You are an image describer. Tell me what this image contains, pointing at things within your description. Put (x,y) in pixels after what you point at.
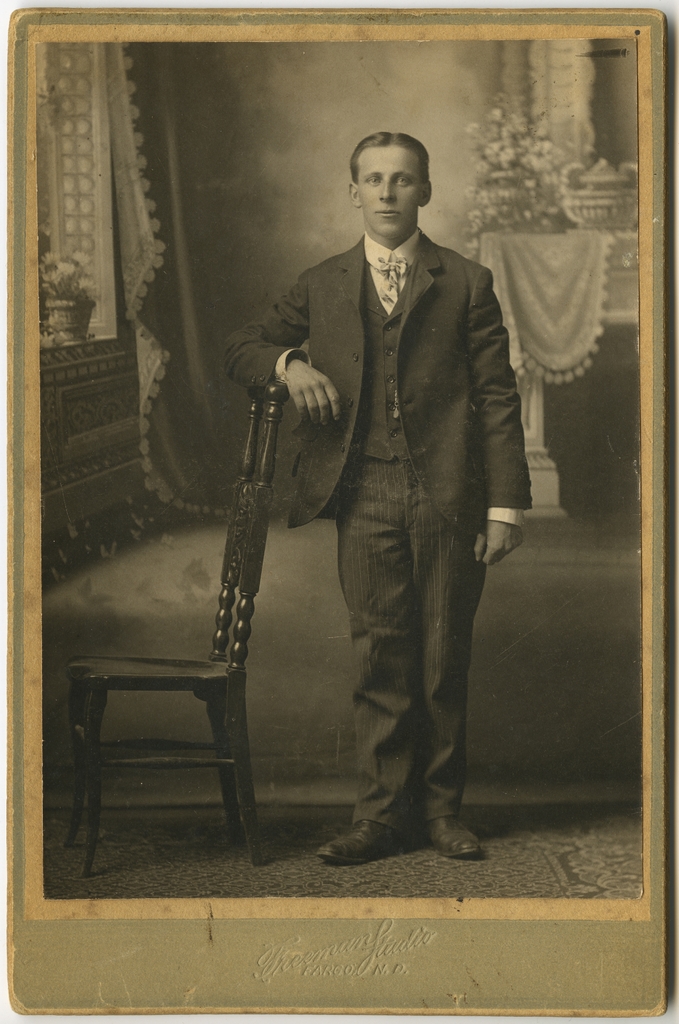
This is a black and white image in which we can see there is a person (303,438) standing beside the chair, also there is a table (539,444) behind him with flower vase (540,216) on it.
